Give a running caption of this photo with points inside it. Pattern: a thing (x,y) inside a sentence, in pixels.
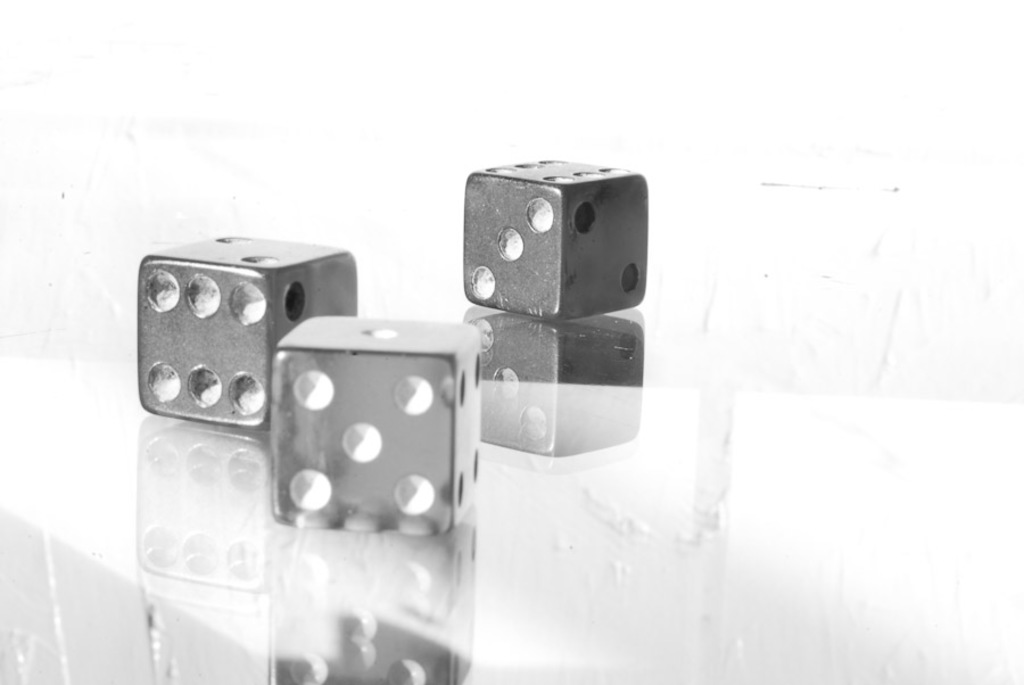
There are three dice (253,302) present in the middle of this image (620,260) and the background (379,93) is in white color.
